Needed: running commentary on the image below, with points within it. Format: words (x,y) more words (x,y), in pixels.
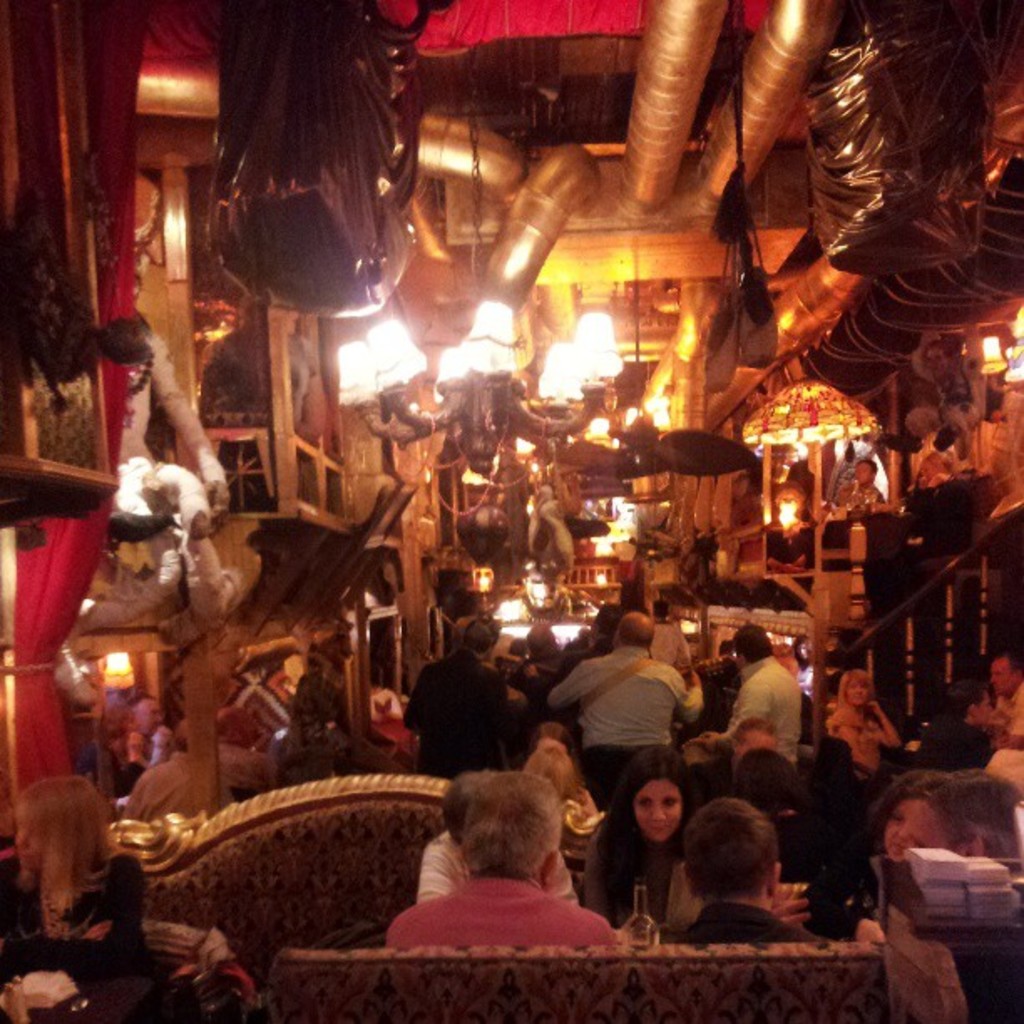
In this picture we can see a few people (536,806) sitting on the chair (657,967). There are some people (619,644) standing. We can see a few objects (68,285) on the right (799,394) and left side of the image (280,574). There is a curtain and a rope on the left side (31,561). We can see some objects (609,220) on top (853,184) and in the background (752,305).
